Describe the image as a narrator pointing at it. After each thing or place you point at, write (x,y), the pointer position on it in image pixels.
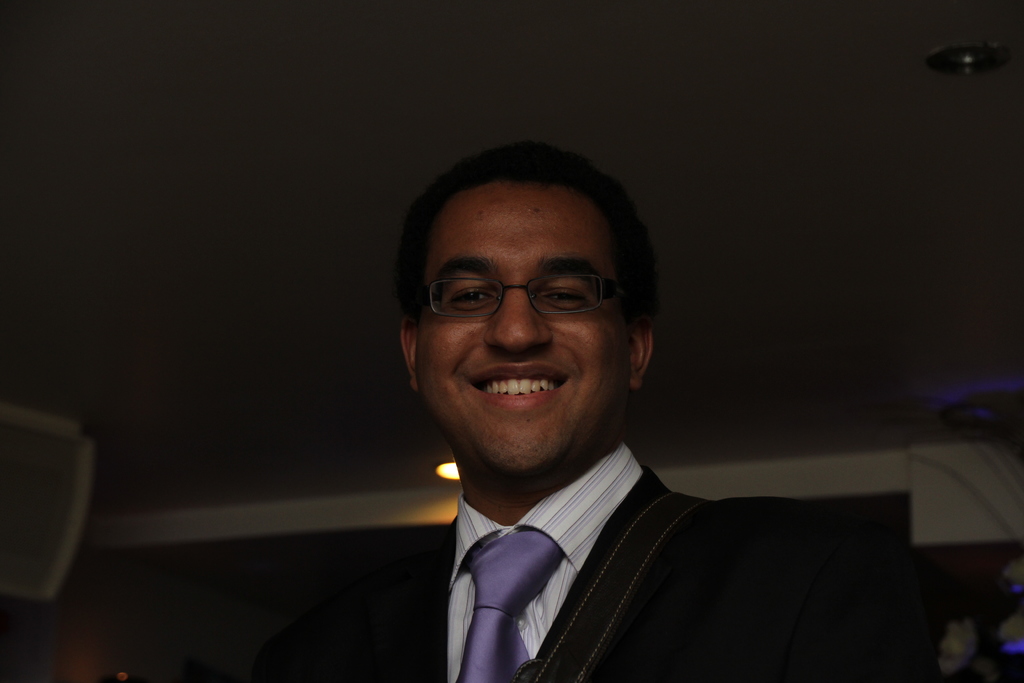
In this image I can see a person (389,595) and the person (410,595) is wearing black blazer (700,573), white shirt (560,533) and purple color tie (550,547). Background I can see a light (453,477).
